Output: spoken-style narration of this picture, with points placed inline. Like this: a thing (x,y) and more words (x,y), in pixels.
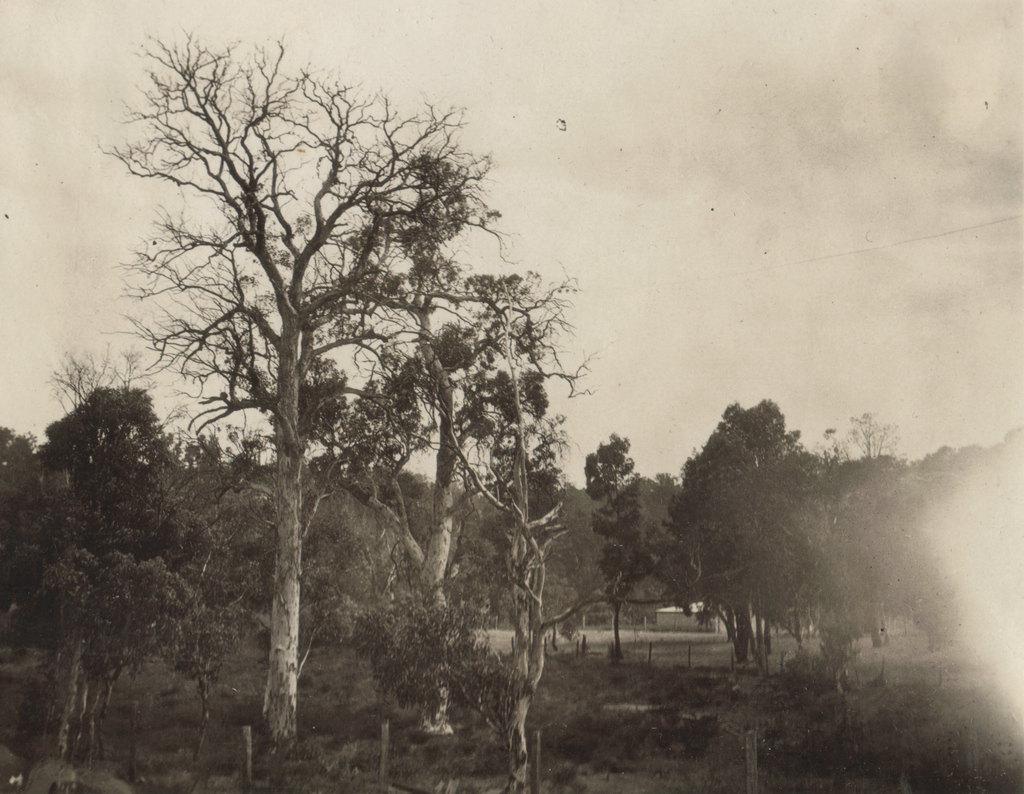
In the image there are many trees (477,626) and around the trees (513,715) there is grass (637,735).
